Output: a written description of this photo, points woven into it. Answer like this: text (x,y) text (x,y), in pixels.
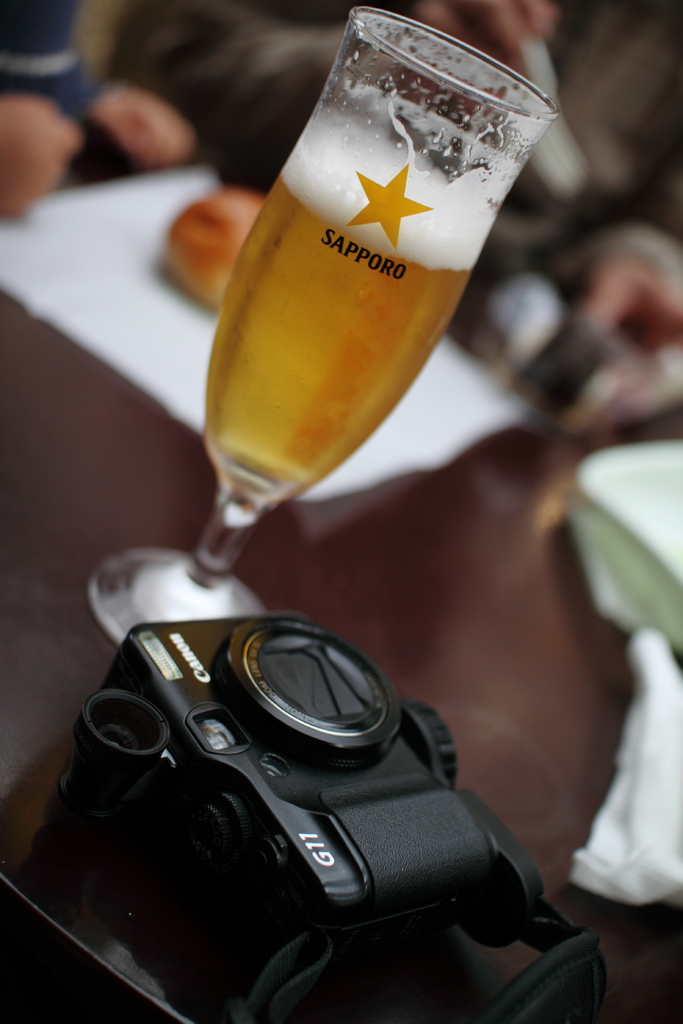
In this picture I can see the camera (406,781), wine glass (270,355), paper (371,431), plates (648,610) and other objects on the table (492,603). In the back (11,50) I can see two persons (214,55) who are sitting on the chair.
